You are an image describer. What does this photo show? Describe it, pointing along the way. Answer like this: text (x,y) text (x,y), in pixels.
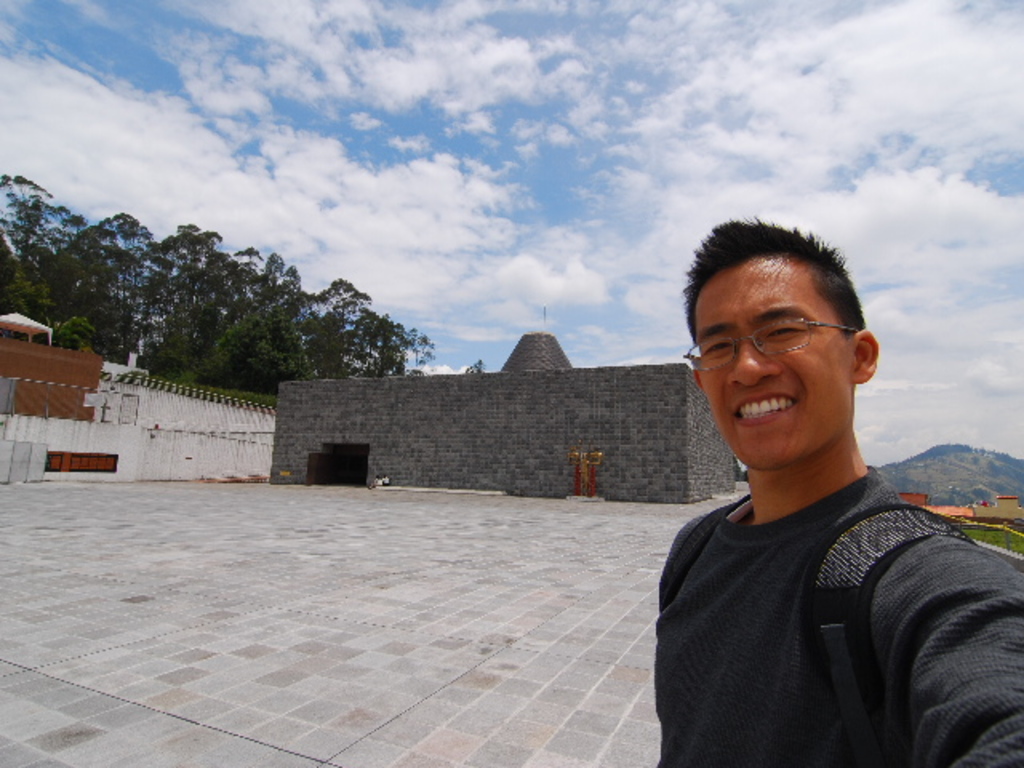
In this picture I can see there is a man (827,417) standing here, he is wearing spectacles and a bag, shirt (753,743) and pant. He is smiling and there is a building (402,427) and a wall (124,416) in the backdrop (308,405) and there are trees (196,268), mountains (946,483) and the sky (325,244) is cloudy.
